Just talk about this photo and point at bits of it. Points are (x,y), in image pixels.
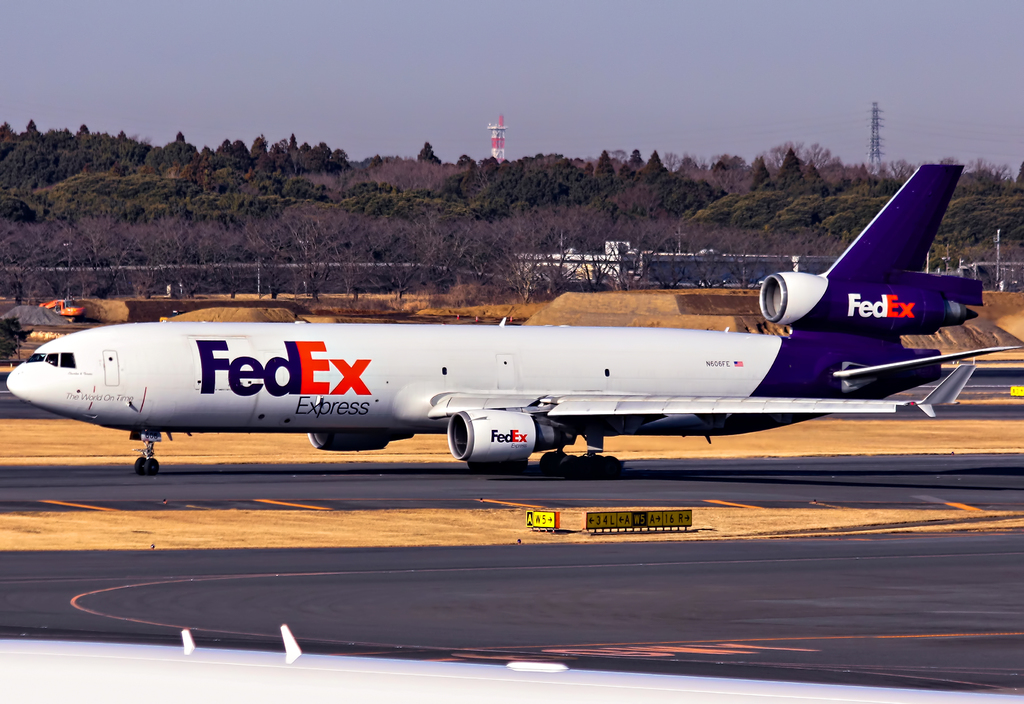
In the image there is an airplane (699,378) on the land (663,465) and behind the airplane (718,378) there are a lot of trees (634,182) and in the background (495,157) there are two towers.
